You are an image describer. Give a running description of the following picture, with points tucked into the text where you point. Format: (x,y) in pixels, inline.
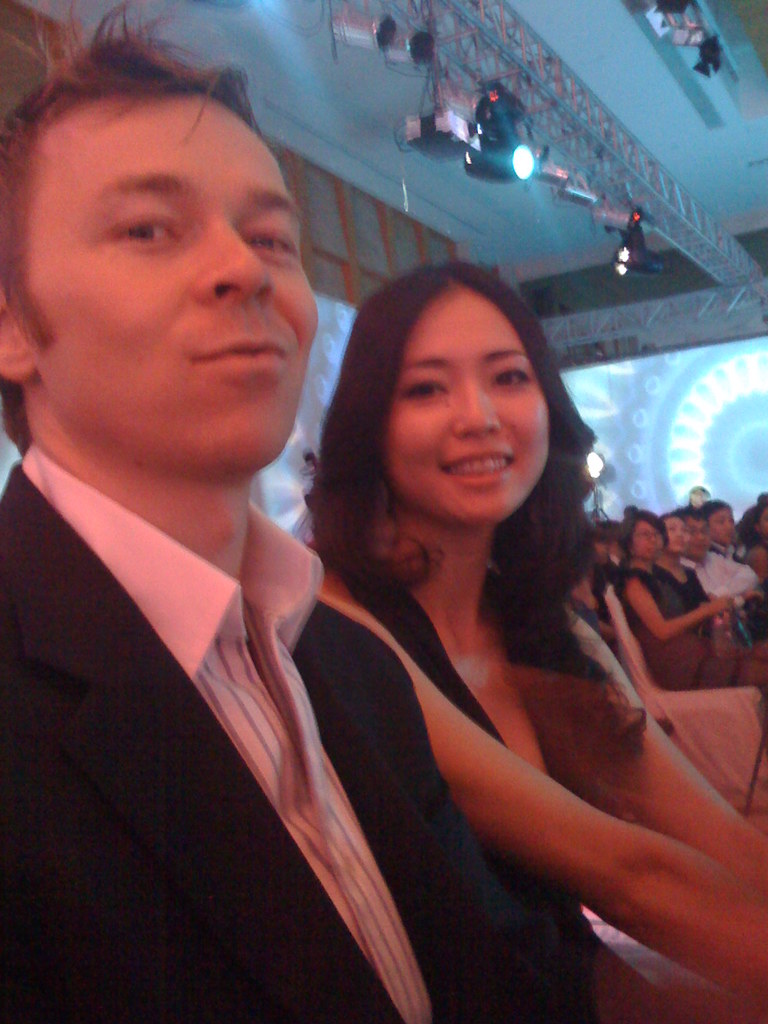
In this image we can see few persons (484,645) sitting on the chairs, and there are some lights (425,36) on the ceiling (571,242).
